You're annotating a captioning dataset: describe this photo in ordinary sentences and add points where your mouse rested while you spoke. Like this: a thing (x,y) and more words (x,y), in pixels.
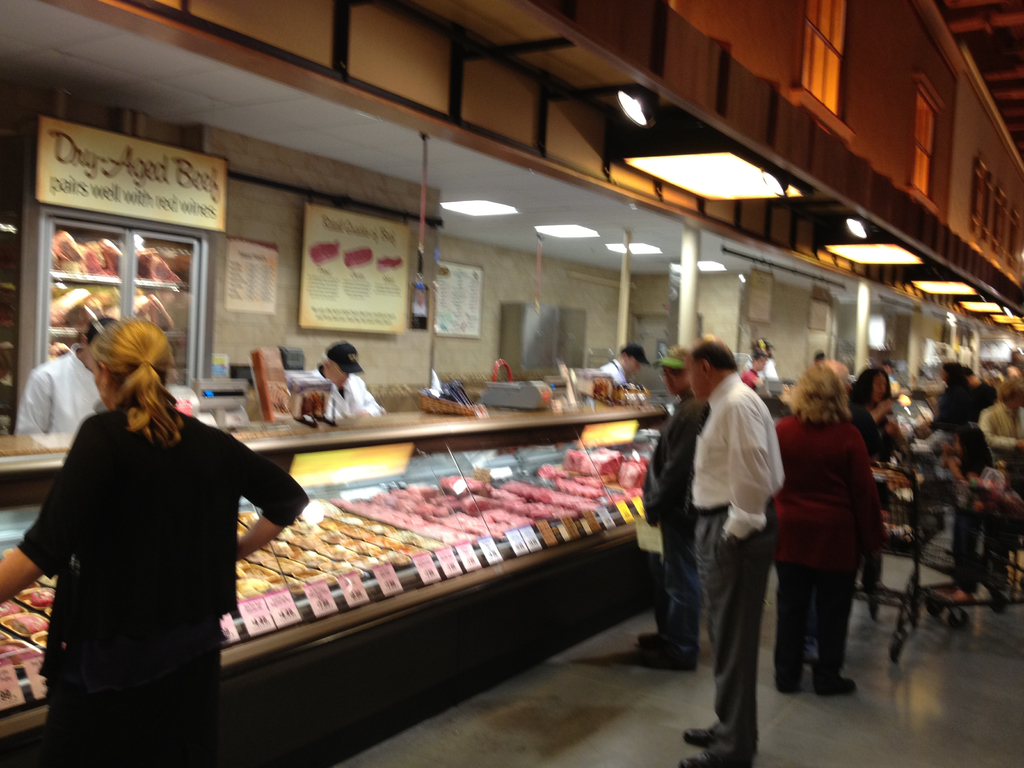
In this image I can see number of people (653,513) are standing. I can also see few boards (244,300), few lights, few price tags (355,587) and other food items (310,551). On these boards (360,225) I can see something is written and I can see this image is little bit blurry from background (1004,345).
